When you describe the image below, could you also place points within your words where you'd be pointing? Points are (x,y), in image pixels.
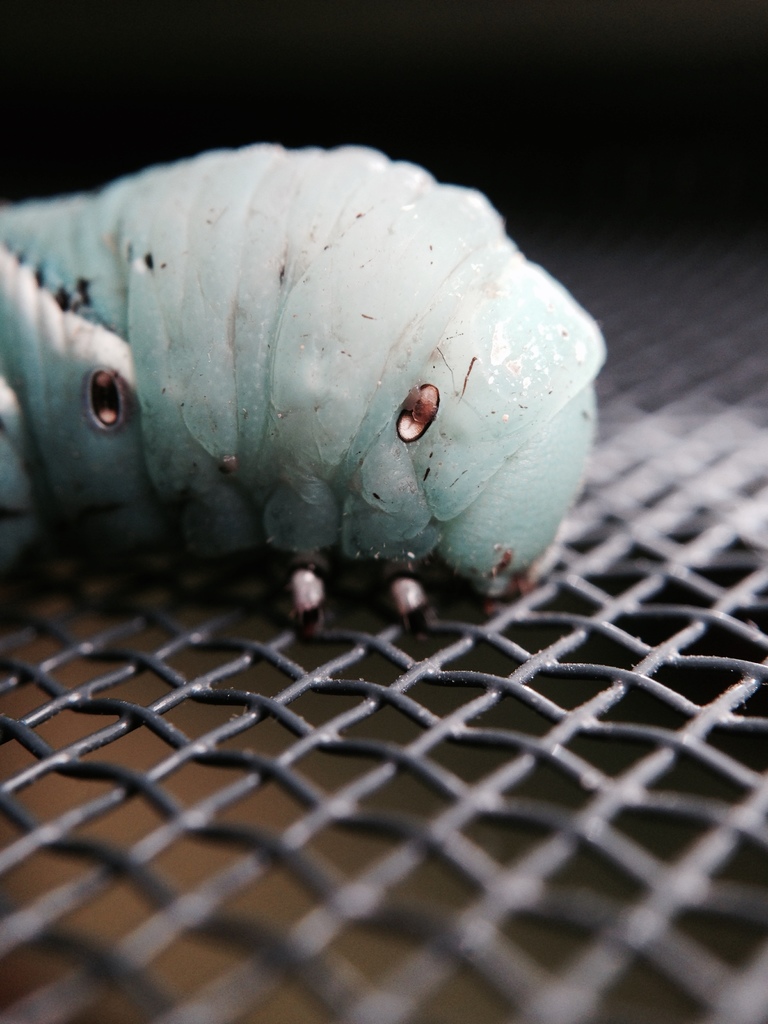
In the picture there is a horn worm (360,330) on a mesh (229,1006).
